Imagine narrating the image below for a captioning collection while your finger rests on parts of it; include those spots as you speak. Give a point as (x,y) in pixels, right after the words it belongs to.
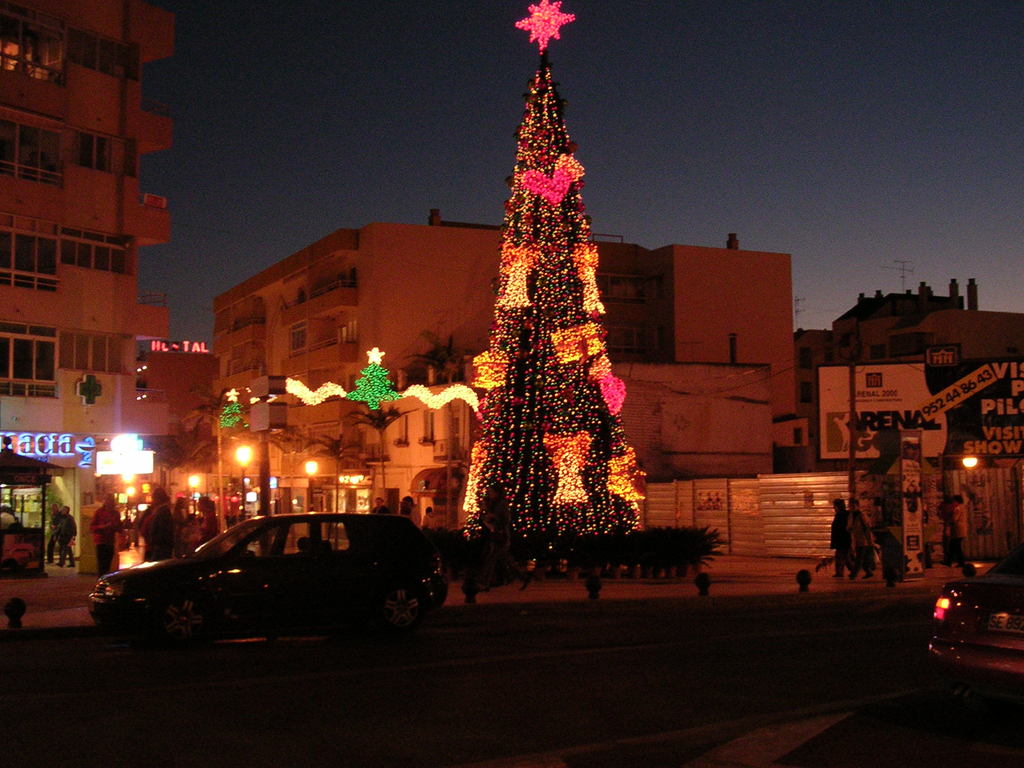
In this picture I can see building (624,344), few people (841,531) walking and I can see couple of cars (298,595) on the road (524,670) and I can see few plants (654,557) and a board (914,406) with some text (992,434). I can see a christmas tree (512,393) with lights (601,372) and few pole light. I can see text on the wall (68,401) and I can see sky (355,28).
